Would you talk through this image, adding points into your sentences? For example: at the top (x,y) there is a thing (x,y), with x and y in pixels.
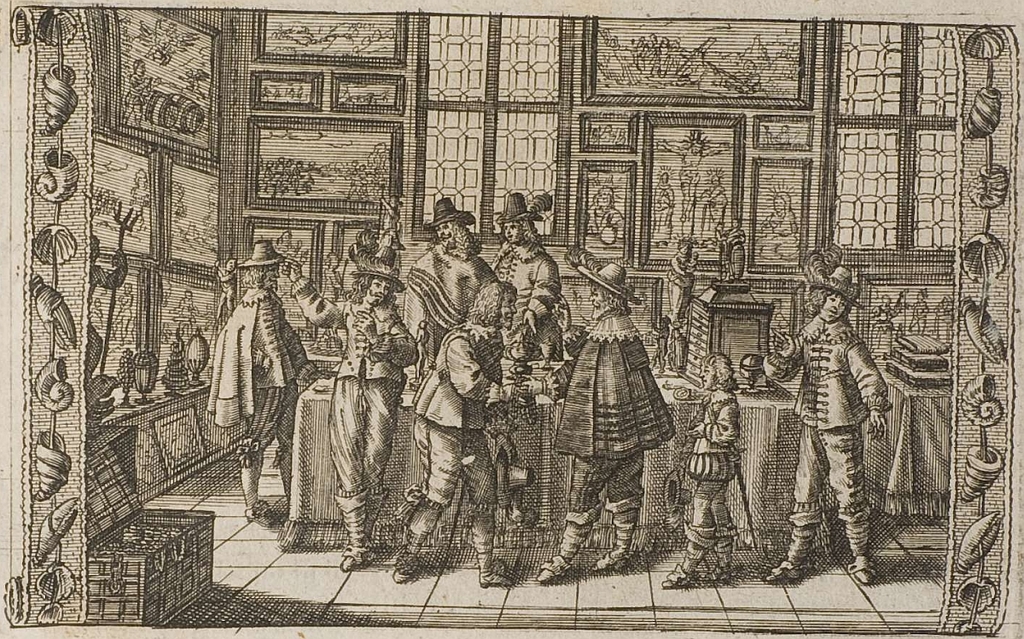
This picture consists of an art (801,181), in the art (309,290) I can see person images (378,283) and the wall (729,116) and window (855,124) and photo frames (144,331) and box (104,513) and table (754,443) visible.
